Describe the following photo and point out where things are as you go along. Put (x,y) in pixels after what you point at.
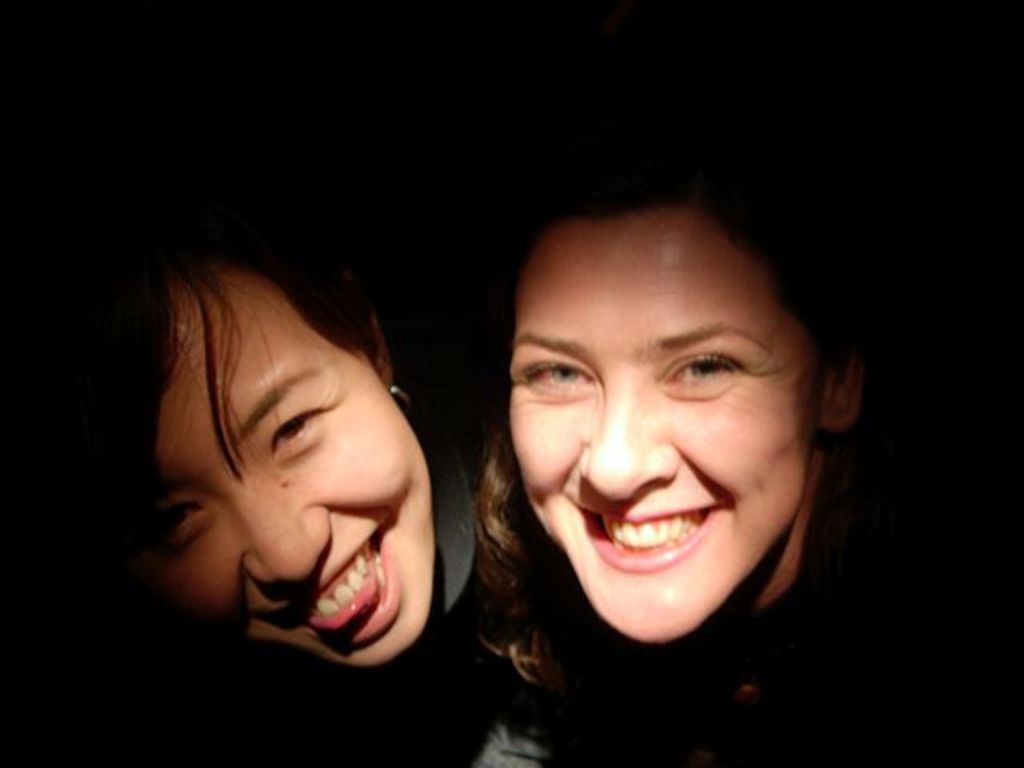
In this picture we can see two people (582,288) smiling. Background (789,108) is black in color.
